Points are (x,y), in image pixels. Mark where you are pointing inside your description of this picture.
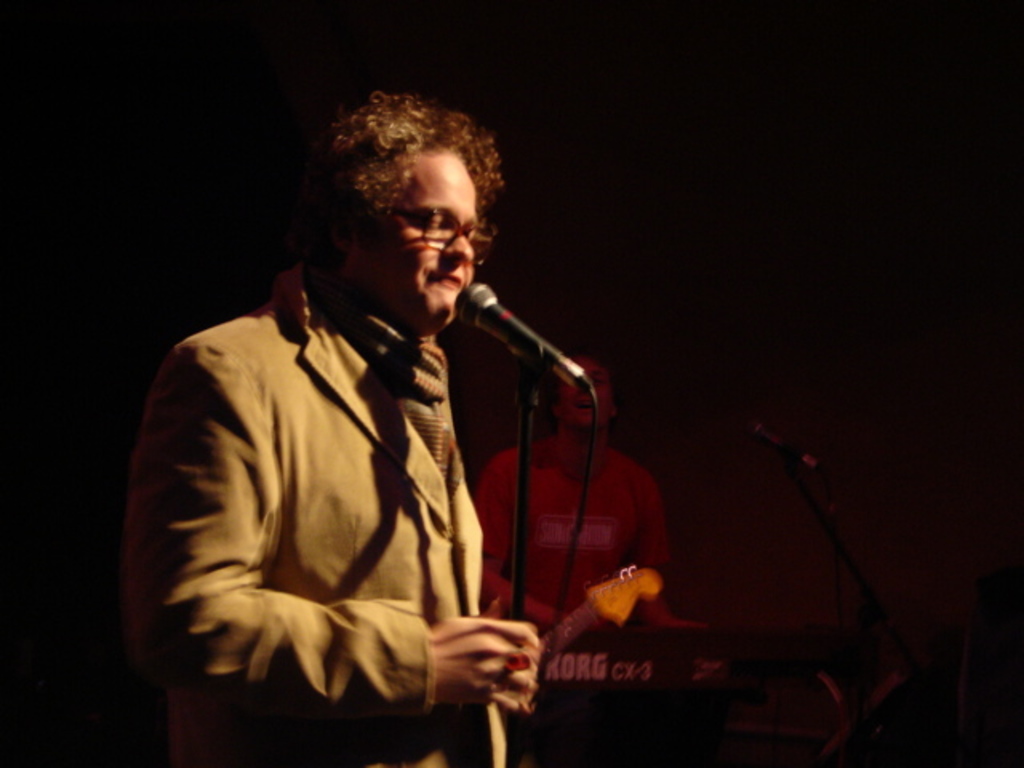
In this image I can see the person (258,465) standing in-front of the mic (553,353) and wearing the brown color dress (292,542). To the side of the person (442,529) I can see another person (590,521) and I can also see the mic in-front of the person (611,497). And there is a black background (602,43).
